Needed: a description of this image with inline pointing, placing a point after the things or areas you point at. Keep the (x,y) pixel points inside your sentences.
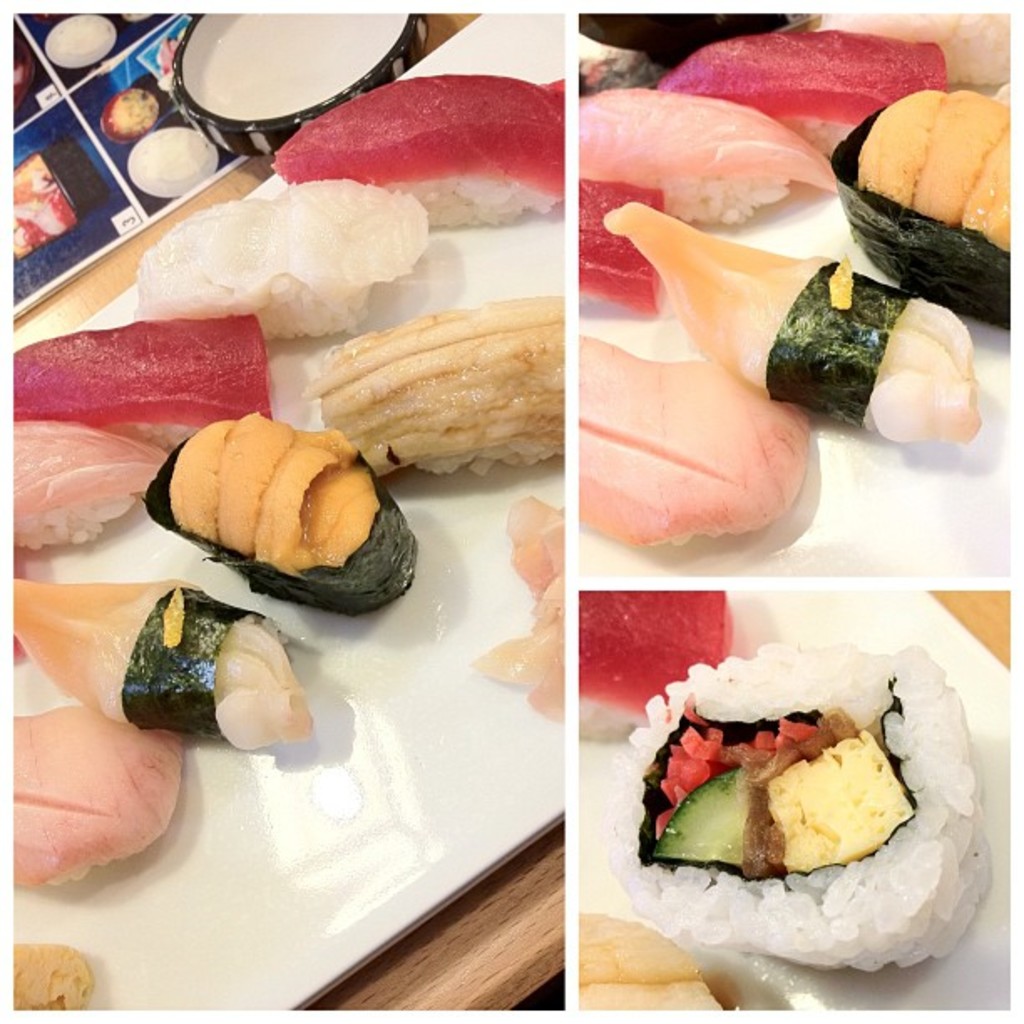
In this image we can see a collage. There are many food items (475,383). On the left (40,277) image there is a paper (96,215) with some images (96,32). Also we can see rice (658,719) with some items (806,760) in the right bottom corner (810,796) image.
